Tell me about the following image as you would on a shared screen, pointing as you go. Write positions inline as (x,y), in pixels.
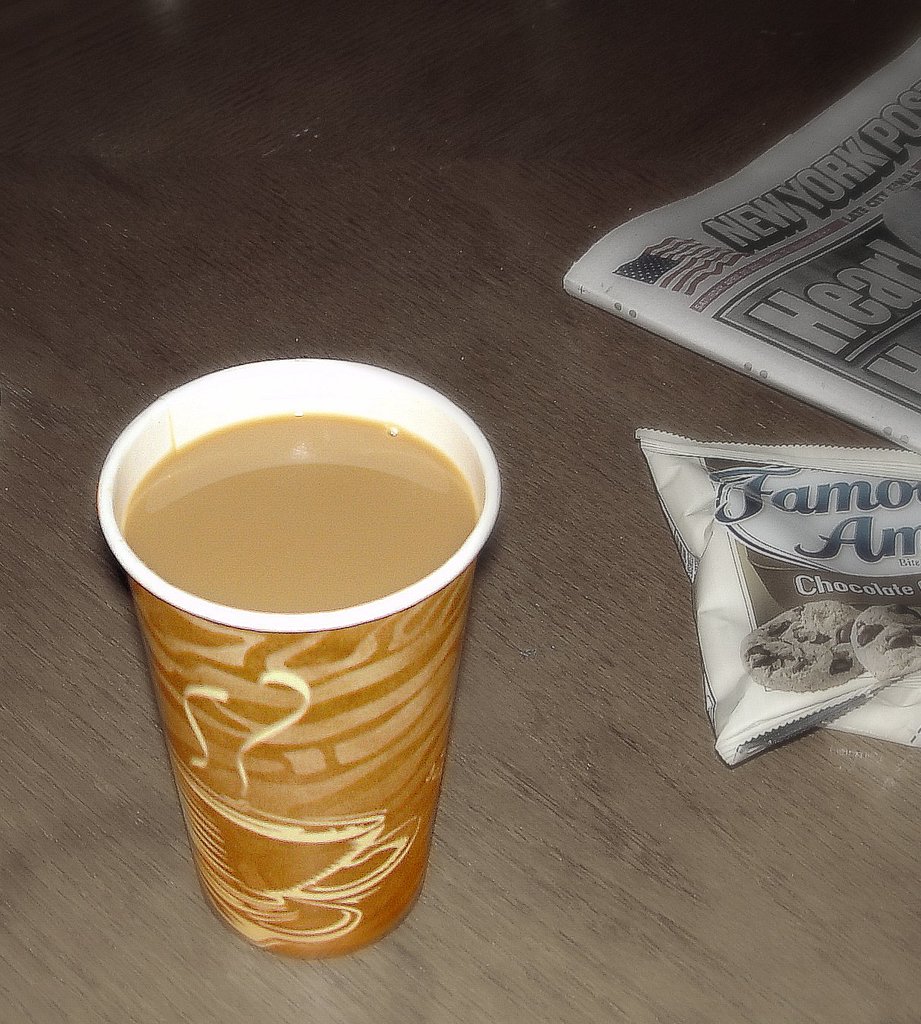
In this image we can see a glass (321,683) with a drink (304,563) on a wooden surface (472,884). Also there is newspaper (738,356) and packet (759,670) on the wooden surface (722,900).
